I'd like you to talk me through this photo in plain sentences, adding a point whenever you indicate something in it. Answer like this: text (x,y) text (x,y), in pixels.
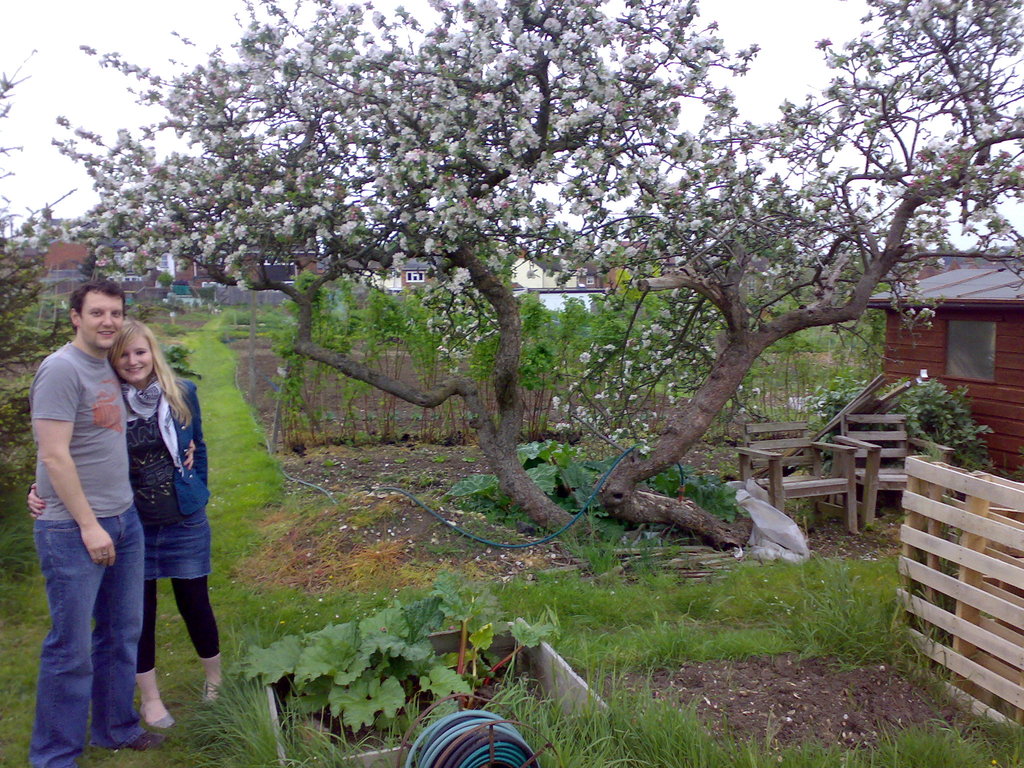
In this picture I can observe a couple (124,410) on the left side (127,440). Both of them are smiling. In the middle of the picture (662,331) I can observe a tree (621,509). In the background (95,81) there is sky (736,91).
